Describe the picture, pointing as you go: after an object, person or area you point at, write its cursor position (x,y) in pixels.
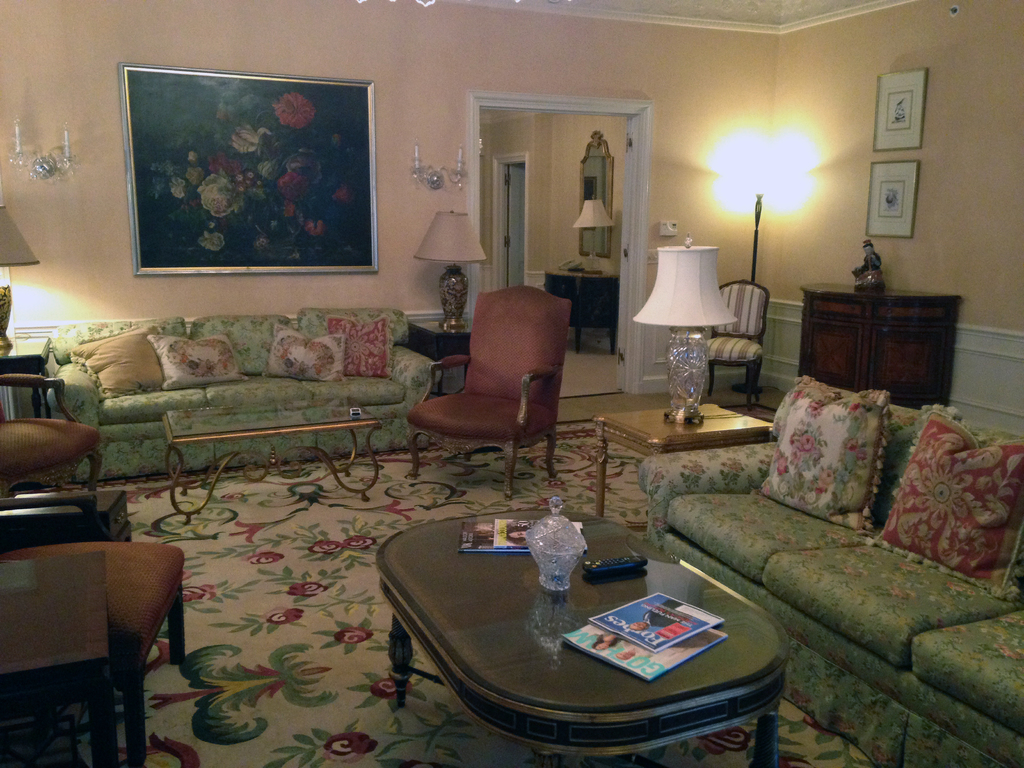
It is a closed room (389,269) in which there are two sofas (189,401) in green colour and pillows (913,545) on it and three chairs (560,302) with brown colour and one table (675,440), on that one bed lamp (680,422) and in the middle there is another table (593,656) where books (638,633), remote (612,569) and glass jar (548,564) are present and at the right corner (817,370) one wooden table (826,361) with shelves (826,361) are present on that one statue (876,287), beside it one chair (754,298) and a big lamp (754,240) is present and there is a big wall (807,99) with photos (262,166) placed on it and there is another room (521,261) where one mirror (605,187) is attached to the wall (620,262) with one bed lamp (594,225) on the table (570,281) and at the corner another table (18,368) with bed lamp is present.
